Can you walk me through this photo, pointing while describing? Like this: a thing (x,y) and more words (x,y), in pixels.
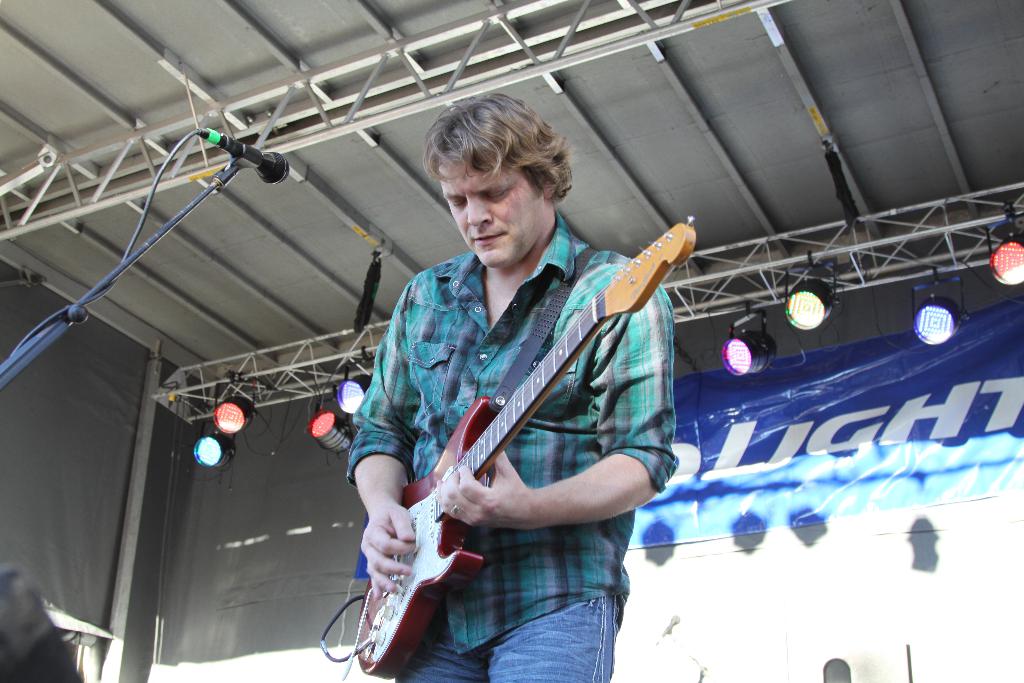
This man (566,377) is standing and playing a guitar (516,423) in-front of mic (284,169). This is shed (394,68). On top there are focusing lights (345,392). Banner (877,436) is attached to a wall (831,589).
